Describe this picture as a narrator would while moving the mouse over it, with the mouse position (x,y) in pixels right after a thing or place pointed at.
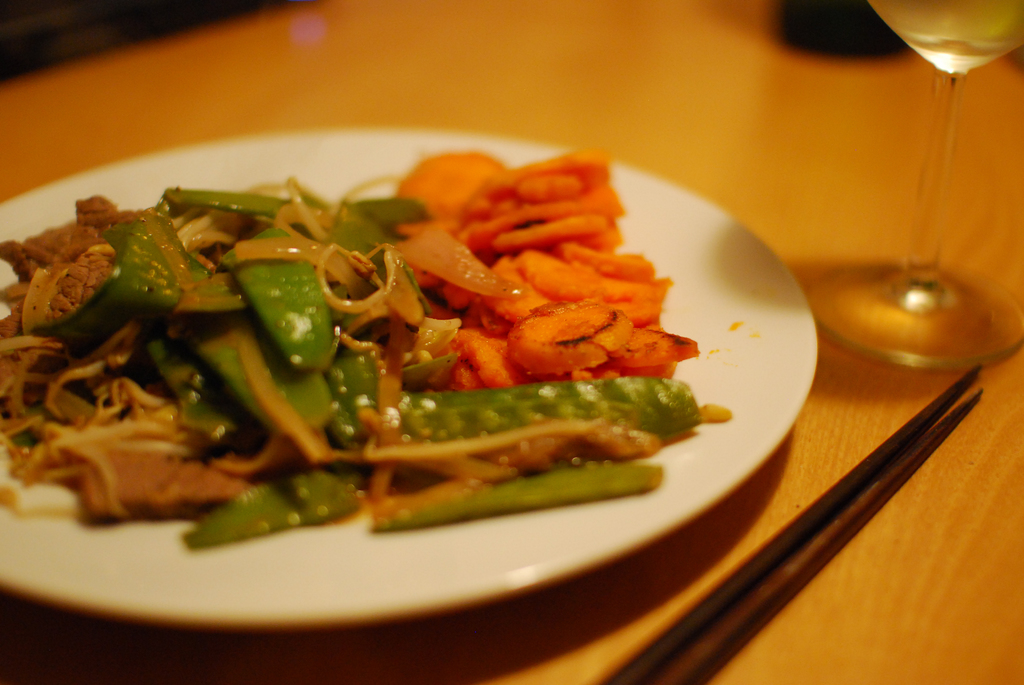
In the image we can see wooden surface (855,155), on it there is a plate (775,324) and a wine glass (926,243). On the plate (766,268) we can see food item (392,386) and the background (866,244) is slightly blurred.
